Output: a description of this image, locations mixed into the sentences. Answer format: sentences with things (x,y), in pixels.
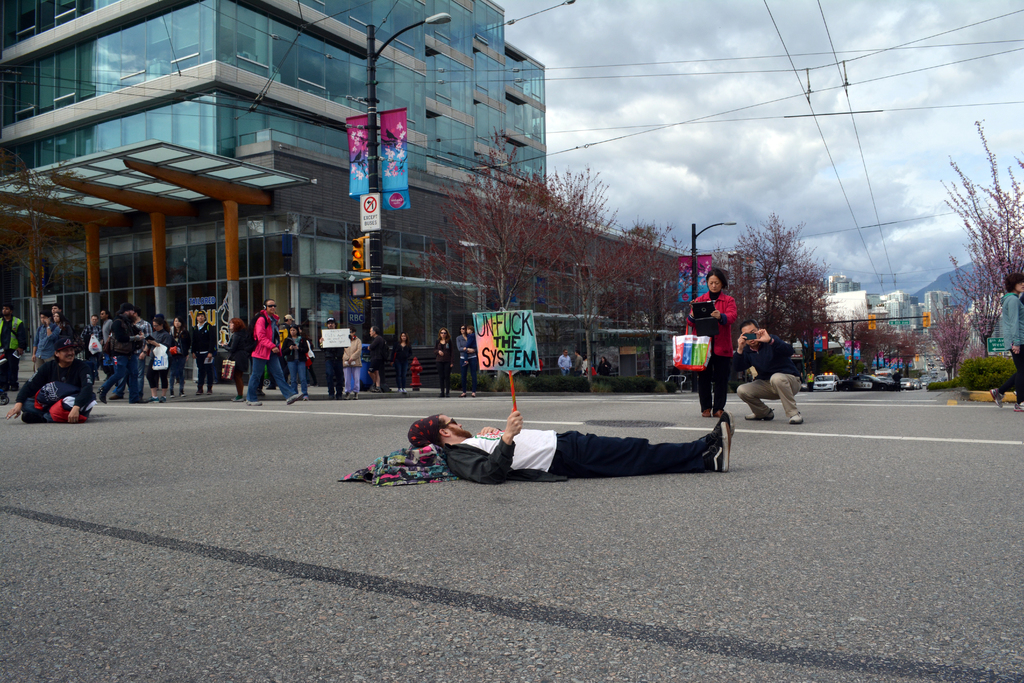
In this picture we can see a person (670,453) holding a board (516,330) and lying on the path (679,493). We can see a few people (60,377) from left to right. There is a streetlight (369,50), few trees (496,208) and buildings (257,34) in the background (992,331). Some wires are visible on top (809,66). Sky (625,84) is cloudy.
